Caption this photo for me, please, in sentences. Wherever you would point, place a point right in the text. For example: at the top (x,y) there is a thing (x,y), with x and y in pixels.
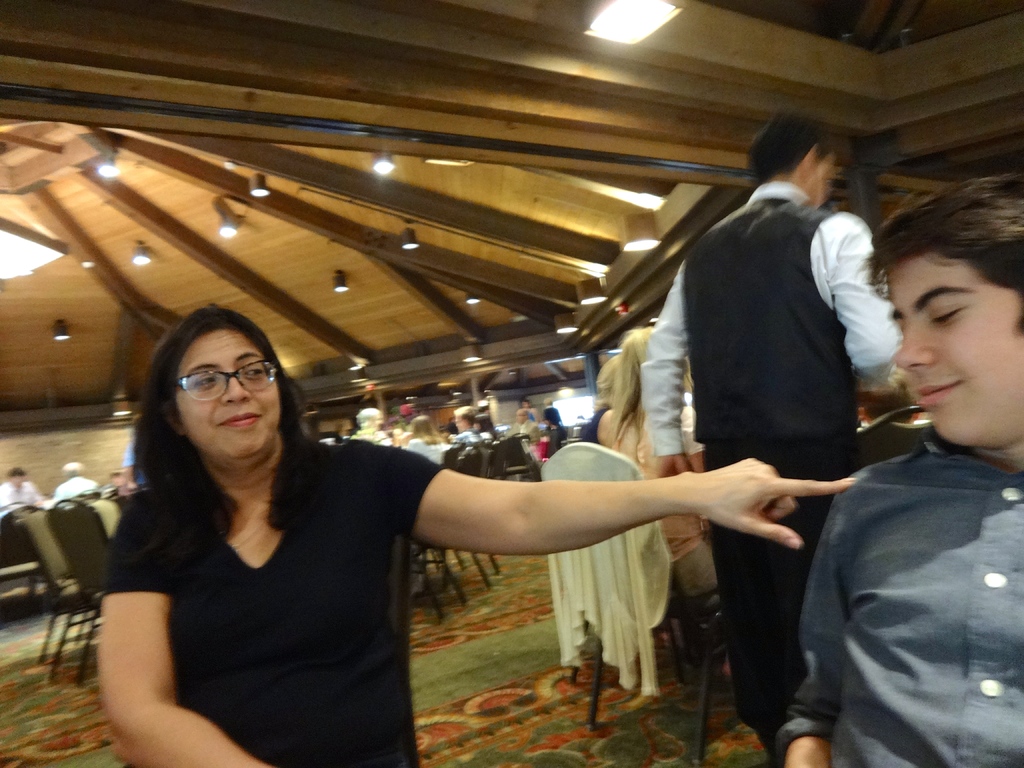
In this image a woman (212,501) wearing a black shirt (319,608) is wearing spectacles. Right side (980,566) there is a person (875,587) wearing a shirt (874,629). Behind there is a person (778,572) standing on the floor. There is a chair (605,588) having cloth (610,578) on it. A woman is sitting on the chair (648,632). Background (91,559) few persons (8,484) are sitting on the chairs (104,548). Top of image (431,210) there are few lights (661,13) attached to the roof (402,150).
